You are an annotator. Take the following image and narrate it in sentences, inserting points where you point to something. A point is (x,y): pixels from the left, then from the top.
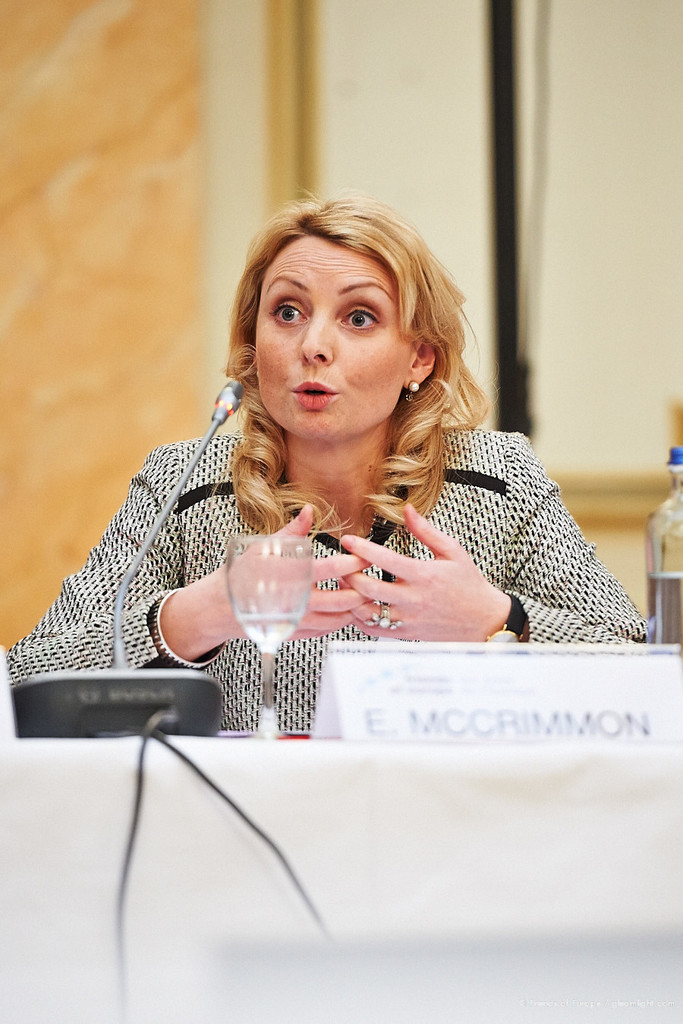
In this picture I can see a woman (344,458) seated and speaking with the help of a microphone (180,485) and I can see a glass (265,705) and a name board (375,730) with some text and a bottle (663,511) and a microphone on the table (494,811) and looks like a wall (242,222) in the back (175,153).
